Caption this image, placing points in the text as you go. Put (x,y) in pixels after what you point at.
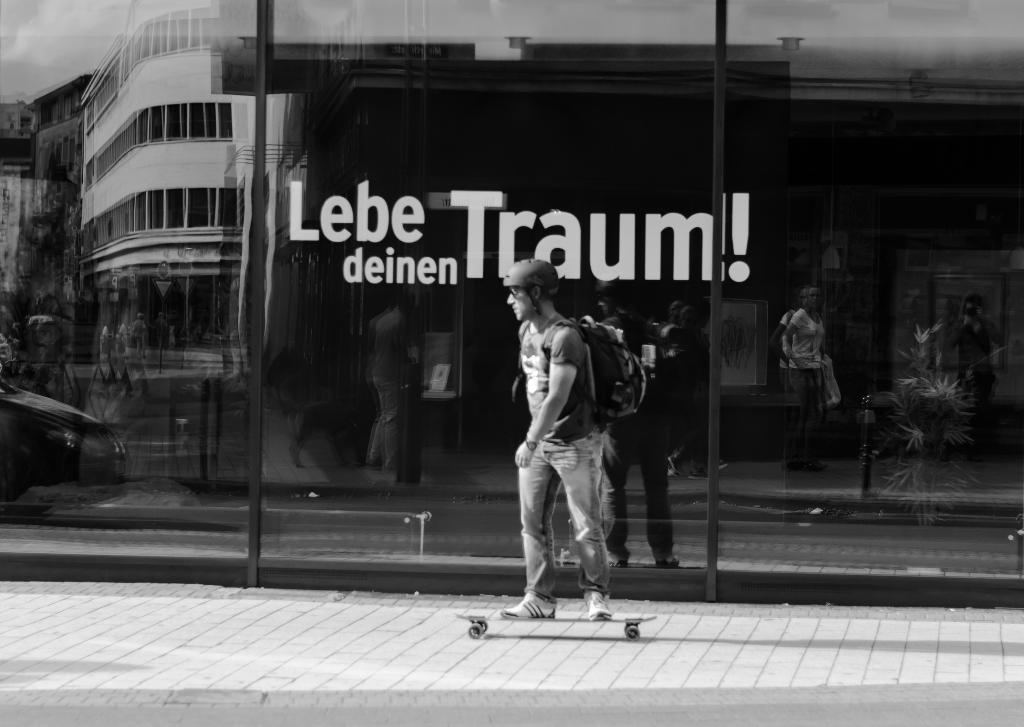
In the middle of the image (537,301) a man (589,440) is doing skating. Behind him there is a glass wall (697,122), on the wall (446,129) there is a sticker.
